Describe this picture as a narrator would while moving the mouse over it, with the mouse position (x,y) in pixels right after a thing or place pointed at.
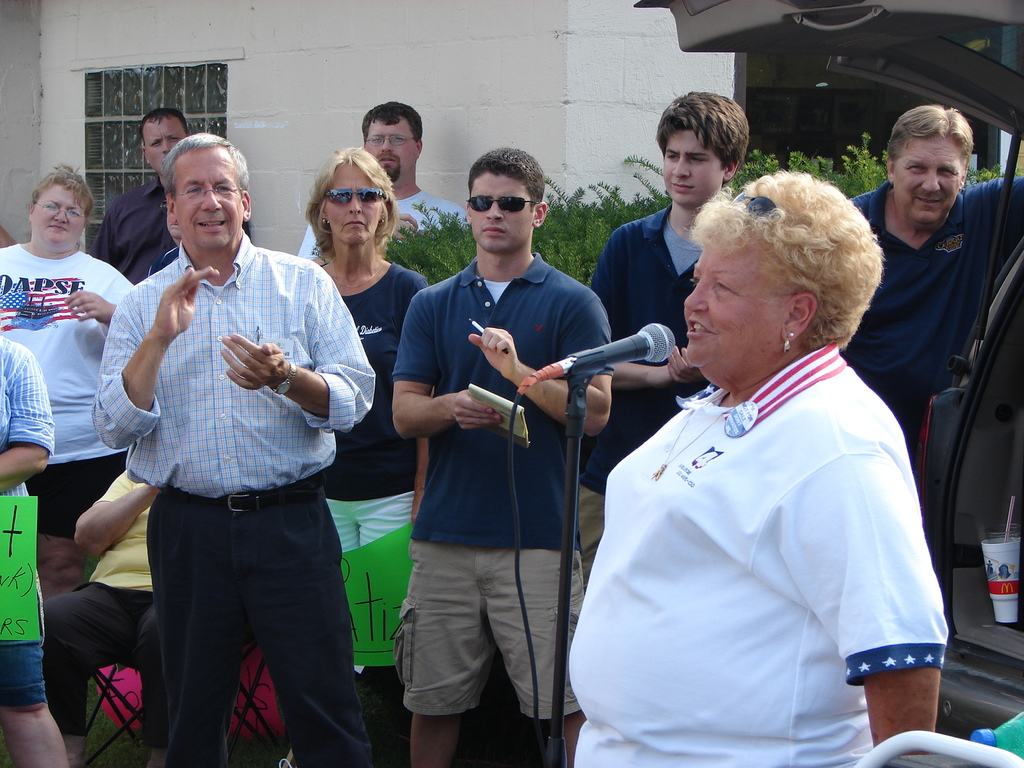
In this image, there are a few people (450,286). We can see the trunk (888,46) of a car (994,318) with a glass (990,577) on the right (971,601). We can also see a bottle (981,729) and a white colored object (898,751). We can see the wall (501,114) with the window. We can see the ground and a pink colored object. We can see some boards (5,567) with text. We can also see a microphone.
